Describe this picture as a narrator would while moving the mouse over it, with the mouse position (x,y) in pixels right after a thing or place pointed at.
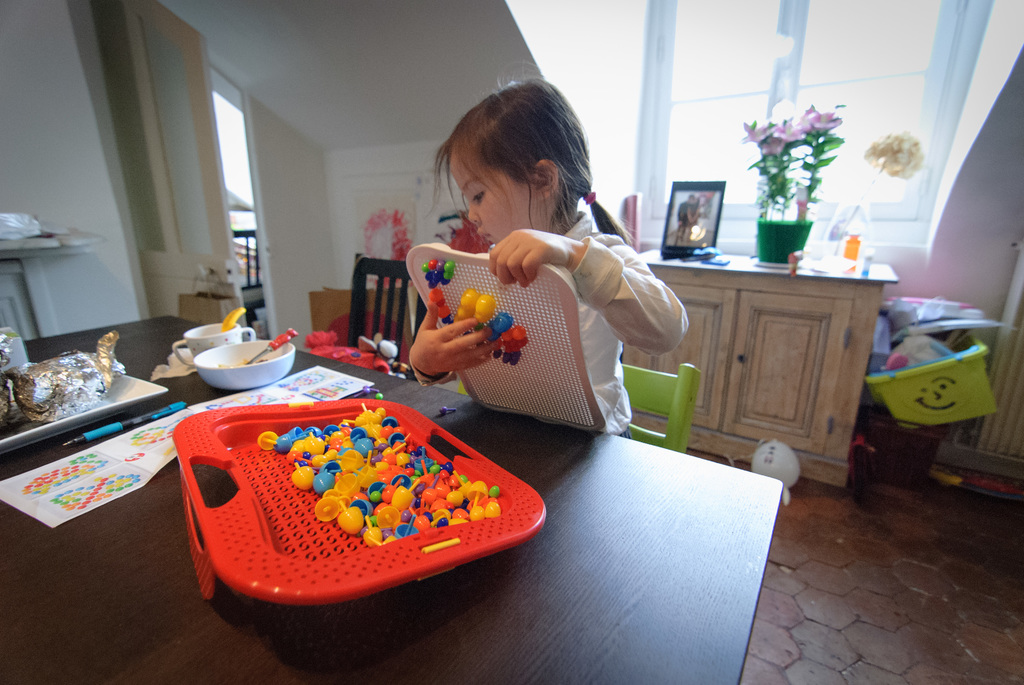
In this image i can see a girl (606,258) playing with some object (507,334). On the table (507,459) i can see few objects (298,433), piece of paper (98,486), few bowls (256,365). In the background (363,177) i can see a wall (354,194), a door (157,174), a window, a flower vase (801,139) and a photo frame (704,217).
